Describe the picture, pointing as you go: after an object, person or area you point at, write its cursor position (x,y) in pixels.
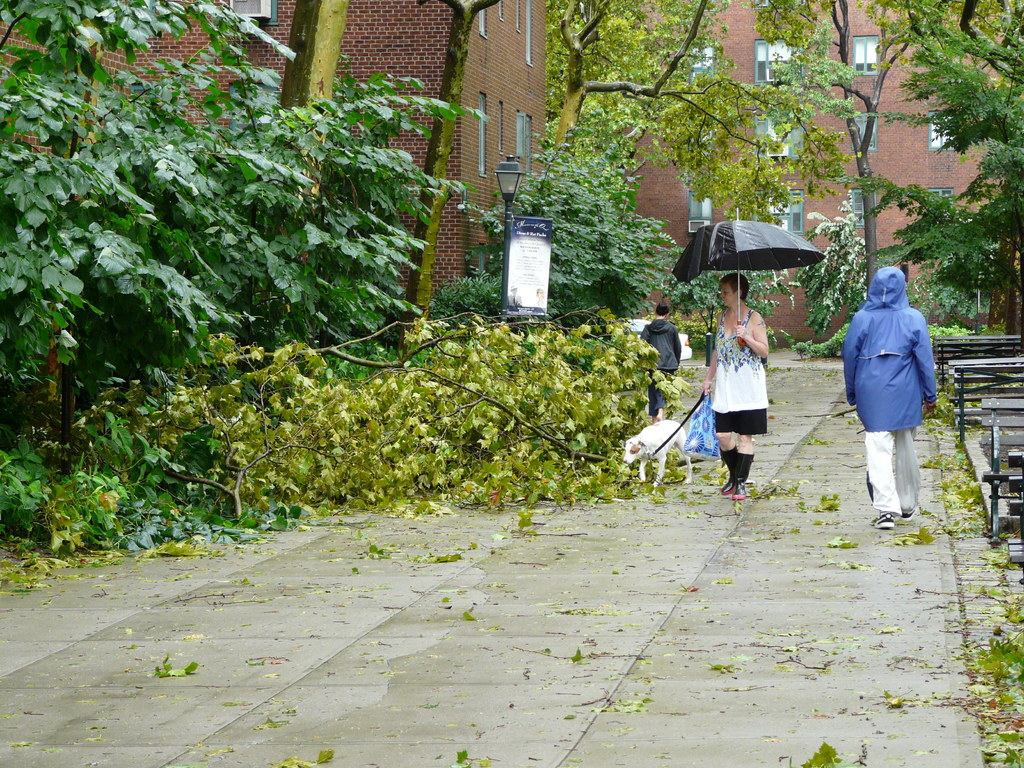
In this image there are trees (203,346) and buildings (422,78) in the left corner (225,53). There are benches (956,410) and trees (1010,151) in the right corner (973,82). There is a road (675,628) at the bottom (422,604). There are people (734,314) in the foreground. And there are trees (799,284) and buildings (696,53) in the background (867,197).
